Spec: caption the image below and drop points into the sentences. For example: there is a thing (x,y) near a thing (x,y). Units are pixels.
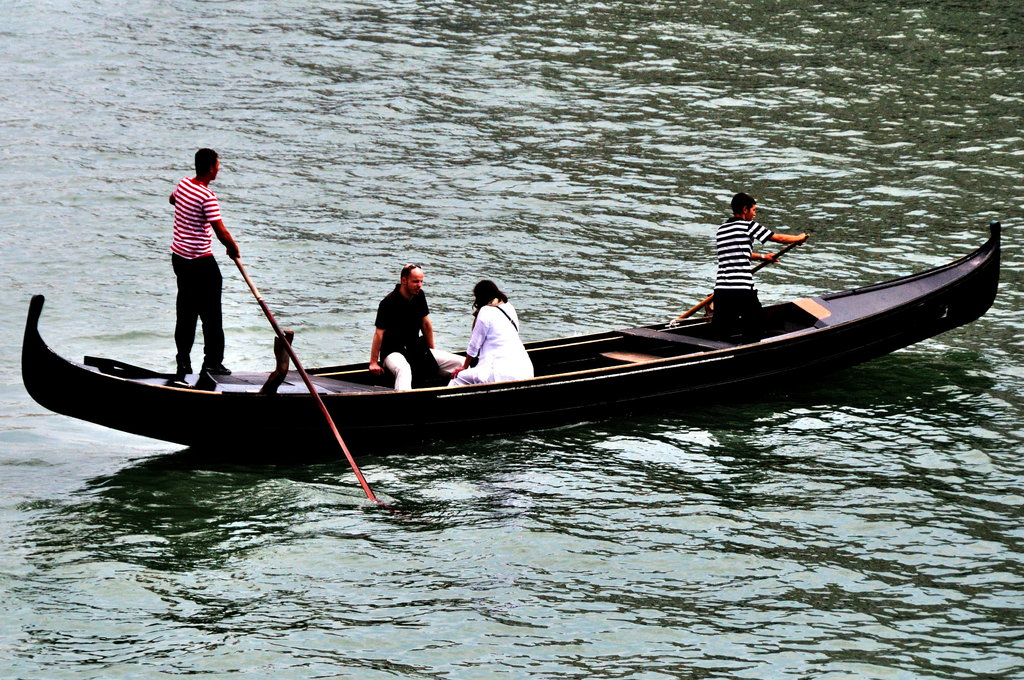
The picture consists of a water body (28,401). In the center of the picture (405,419) there is a boat (707,393), in the boat (788,340) there are two persons (505,330). On the left (196,289) there is a person (180,206) rowing the boat (318,409). On the right (741,297) there is a person (719,283) rowing the boat (698,336).
